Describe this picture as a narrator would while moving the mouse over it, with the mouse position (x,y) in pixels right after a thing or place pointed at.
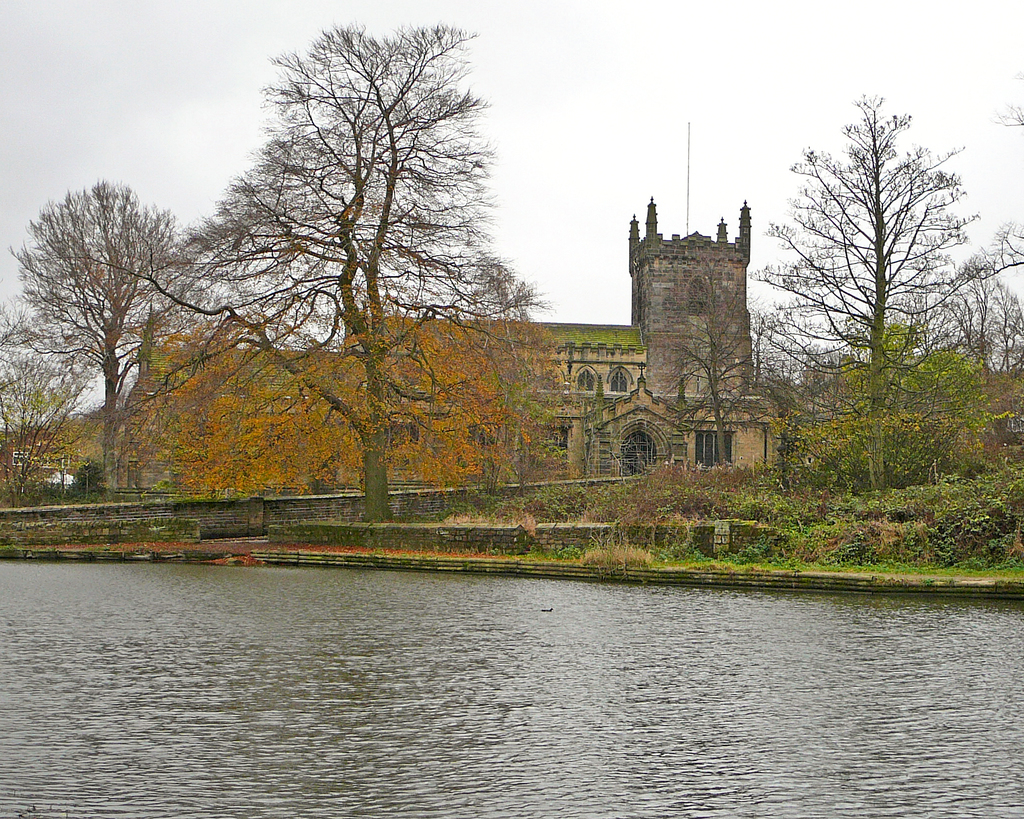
In this image, we can see trees (88,306), plants (835,561), building (602,380) and walls (405,524). At the bottom (491,583), we can see the water (559,669). Background (102,118) there is the sky (526,260).
